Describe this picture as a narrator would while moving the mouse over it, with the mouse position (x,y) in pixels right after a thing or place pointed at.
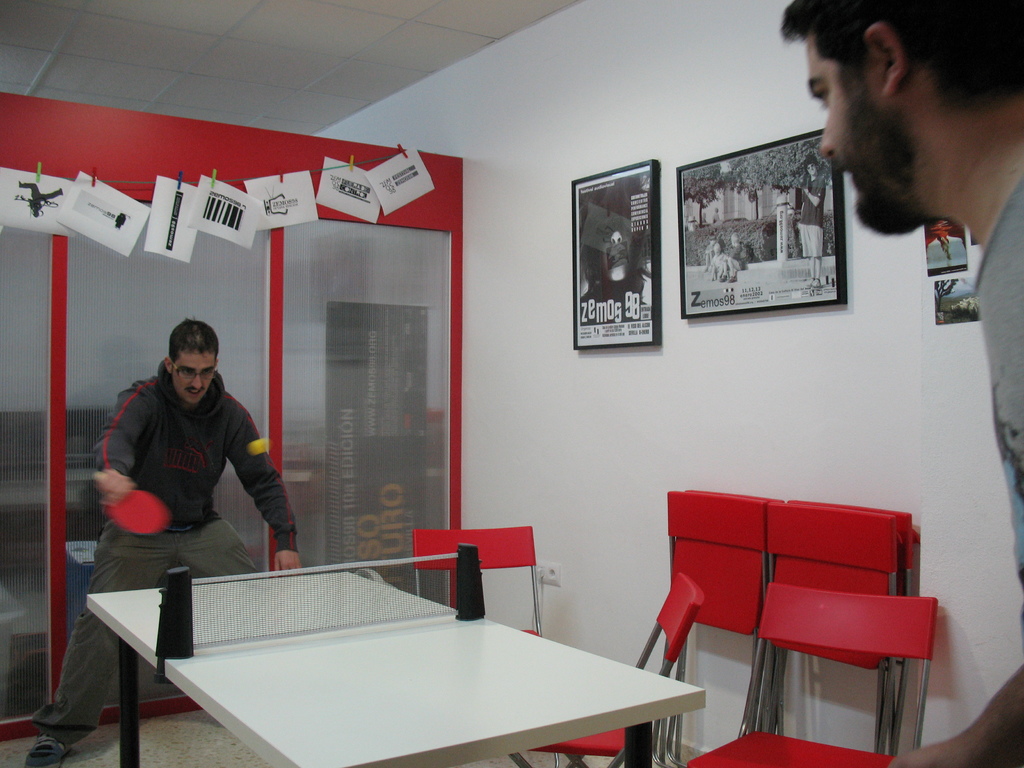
This image is clicked in a room (401,544). There is a table tennis board (466,655) in the middle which is in white color. There is a net (359,610) on the table (379,638). There are chairs (853,578) on the right side (884,553) and there is a person (973,151) on the right side (1001,720) and left side (193,335). There are photo frames (626,328) on the wall (729,343), there are papers (381,207) on the top (406,191).
